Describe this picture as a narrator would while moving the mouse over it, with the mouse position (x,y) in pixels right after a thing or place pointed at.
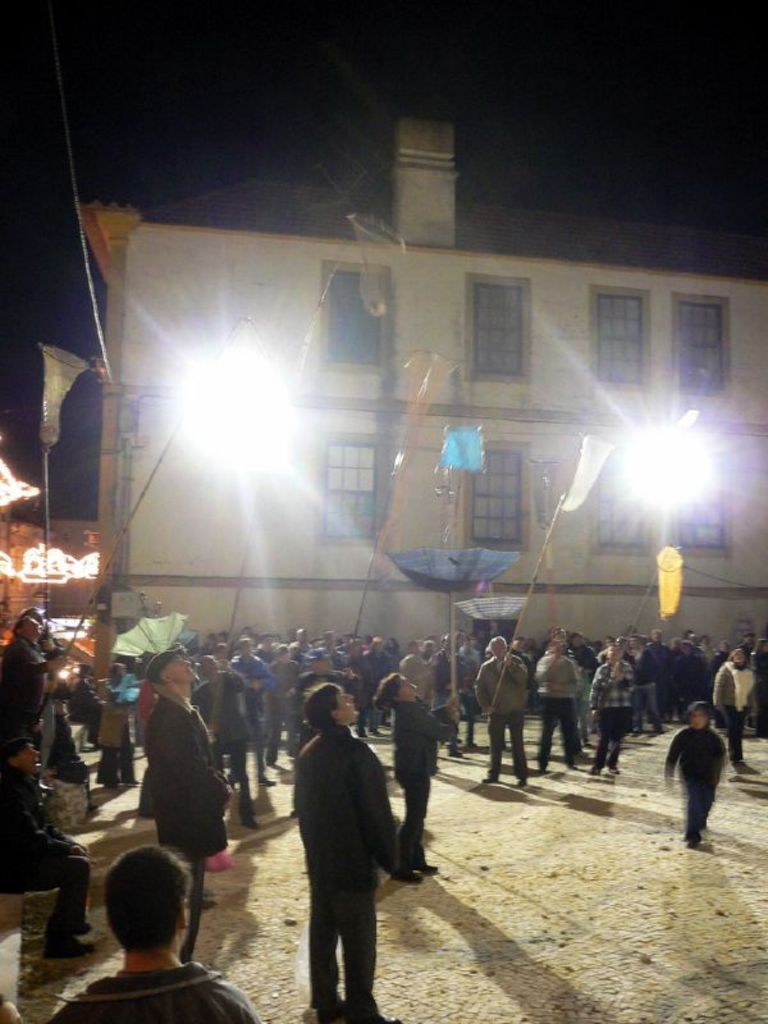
In this picture there is a group of person (202,846) wearing black shirt (196,830) standing and holding the stick (553,519) in the hand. Behind there is a white color building (396,378) with some windows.
